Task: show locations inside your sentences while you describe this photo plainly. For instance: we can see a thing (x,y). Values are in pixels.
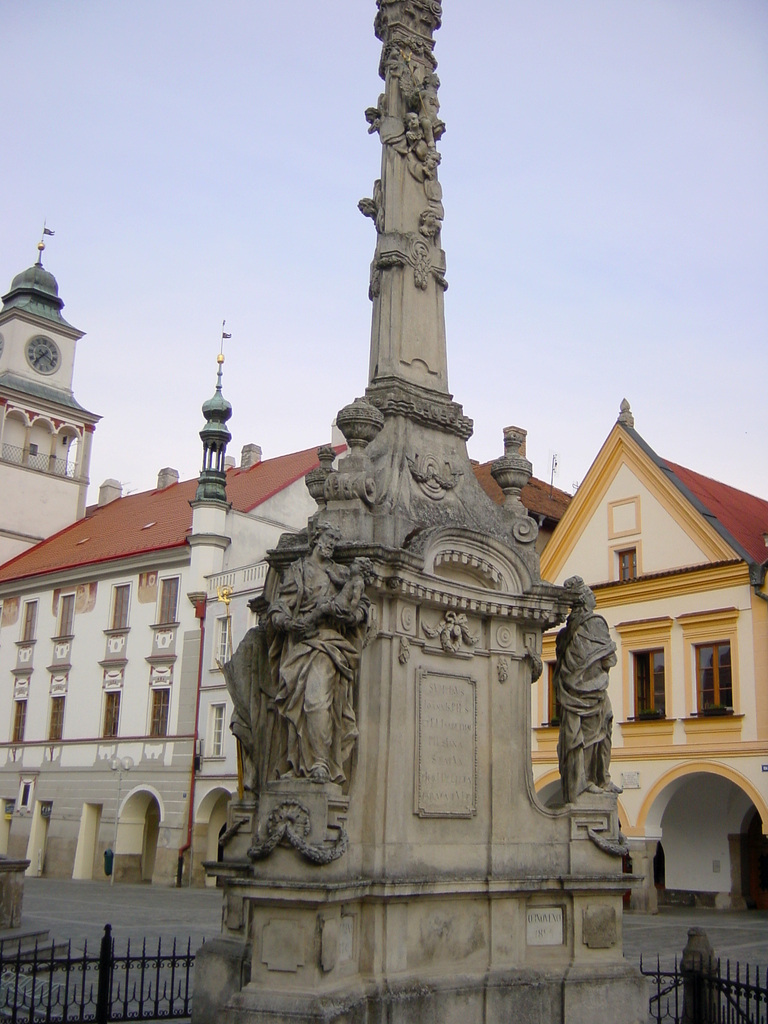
In this image there is sculpture (413,592) and that is surrounded with fencing (723,990), in the background (203,527) there are houses (172,500), on top of the one house (24,367) there is a clock (43,348) and there is a cloudy sky (559,203).
